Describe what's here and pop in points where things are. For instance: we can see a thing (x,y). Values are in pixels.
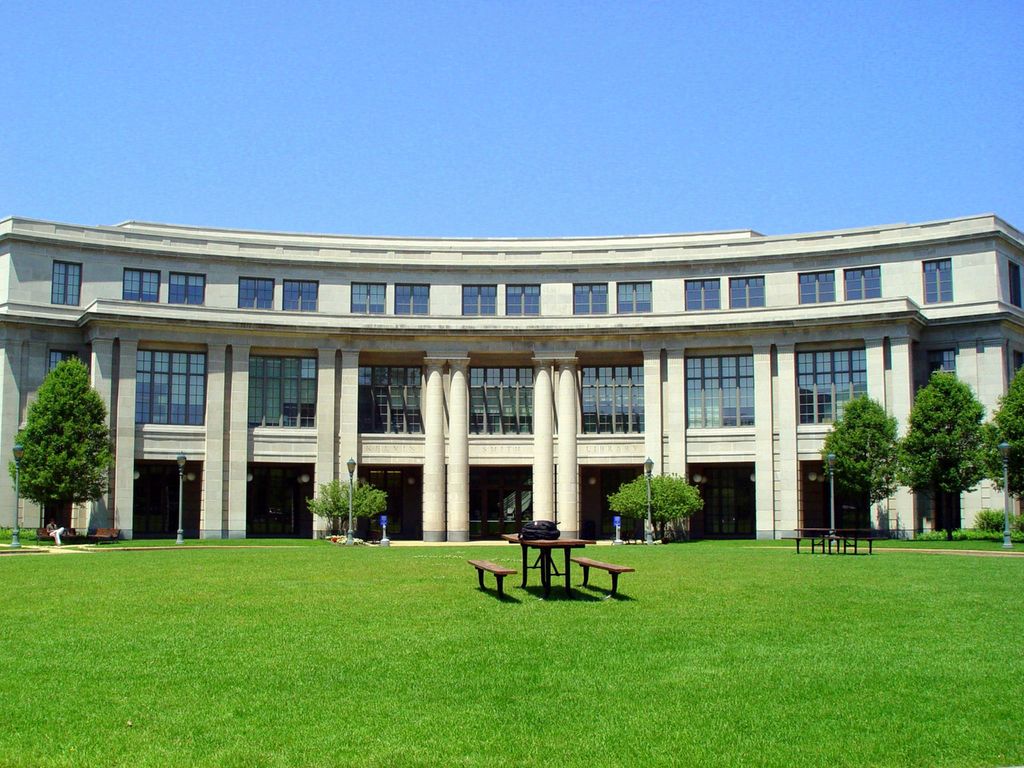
In this image, we can see a building (746,404). There are a few trees (672,489) and poles (15,531). We can see some benches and a person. There are a few tables (565,547). Among them, we can see an object (539,535) on one of the tables (548,553). We can see some grass (456,666). We can see the ground (441,667) with some objects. We can see the sky (510,149).
